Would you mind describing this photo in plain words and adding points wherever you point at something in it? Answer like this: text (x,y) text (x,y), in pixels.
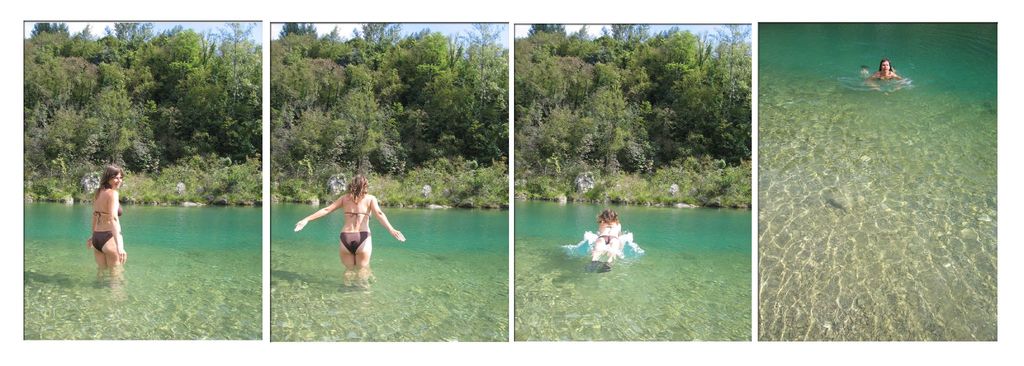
This is a collage picture and in this picture we can see a woman (111,207) standing and swimming in the water (686,310) and in the background (635,142) we can see trees (348,112), sky (349,29).
